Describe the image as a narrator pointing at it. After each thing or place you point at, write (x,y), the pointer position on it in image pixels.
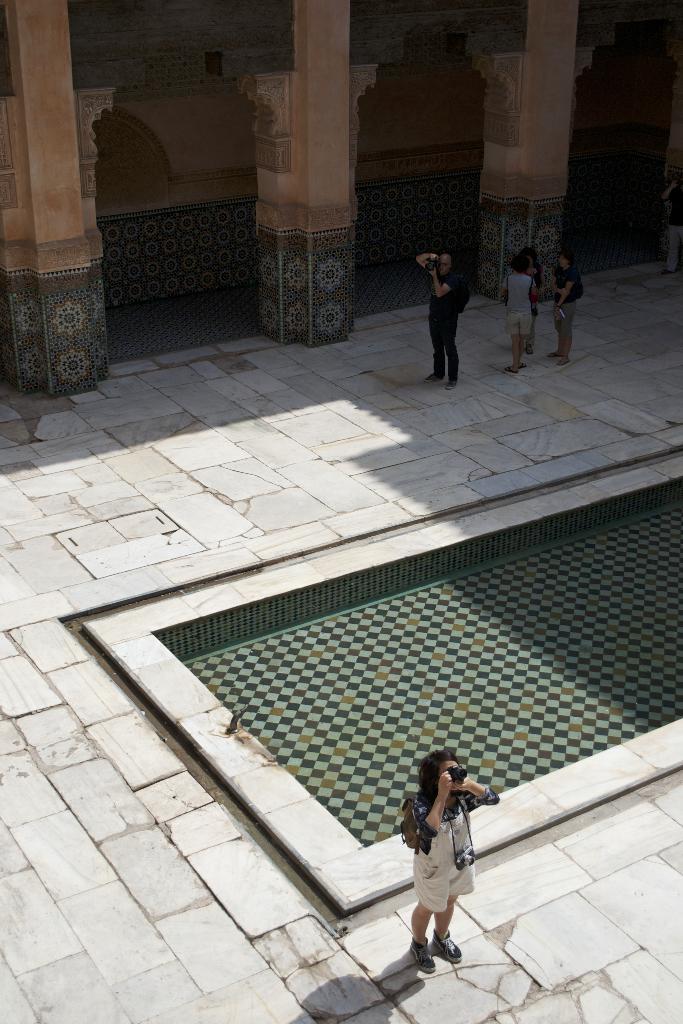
In this image there are people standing on a pavement (244,889), in the middle (237,659) there is a floor (485,666), in the background (541,28) there are pillars (488,241), two people (447,793) are holding cameras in their hands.
